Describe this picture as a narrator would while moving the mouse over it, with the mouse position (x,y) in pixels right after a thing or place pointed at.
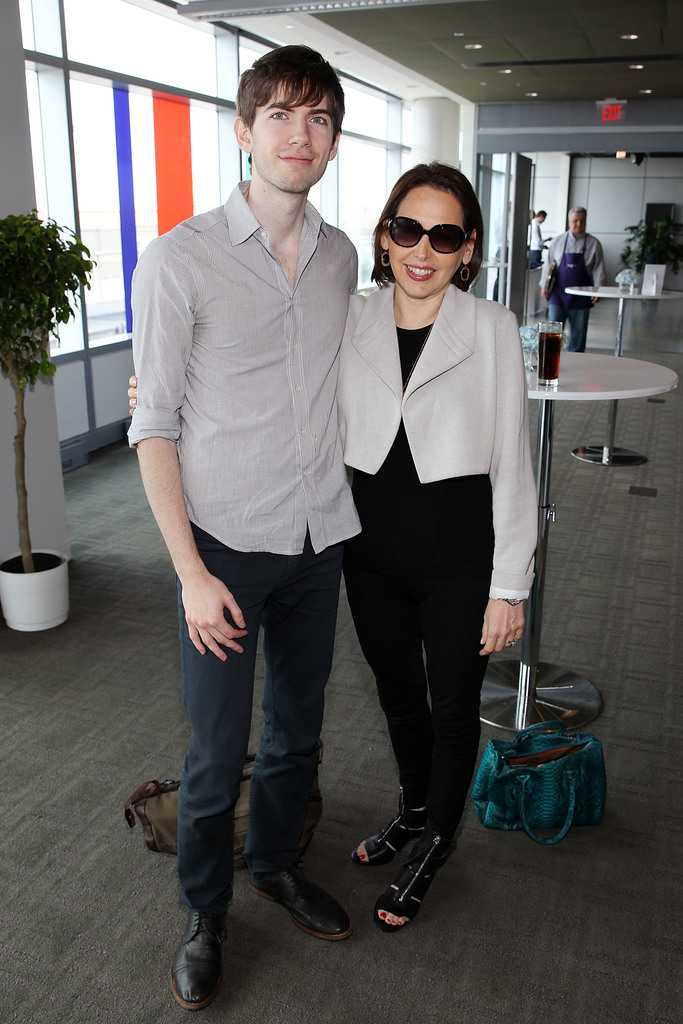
This picture shows a man (311,454) and woman (521,501) Standing and woman (425,256) wore sunglasses (431,245) on her face (384,223) and we see a plant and a glass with drink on the table (555,398) and we see few people (577,275) standing and we see another table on the side and the Few roof lights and we see couple of bags (588,770) on the floor (325,812).
